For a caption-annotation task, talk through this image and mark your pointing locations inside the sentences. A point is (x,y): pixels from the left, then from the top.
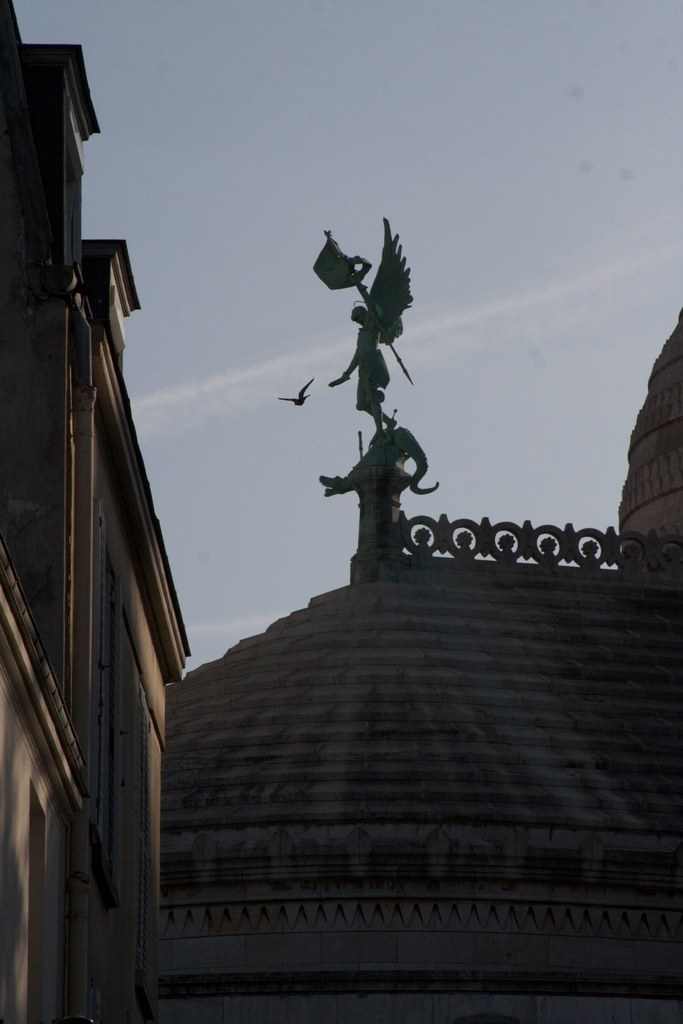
In this image I can see in the middle (407,373) there is a statue (405,291), on the left side (113,510) there is the building (14,440), at the top (421,159) it is the sky (387,399) and a bird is flying in the sky (275,412).
